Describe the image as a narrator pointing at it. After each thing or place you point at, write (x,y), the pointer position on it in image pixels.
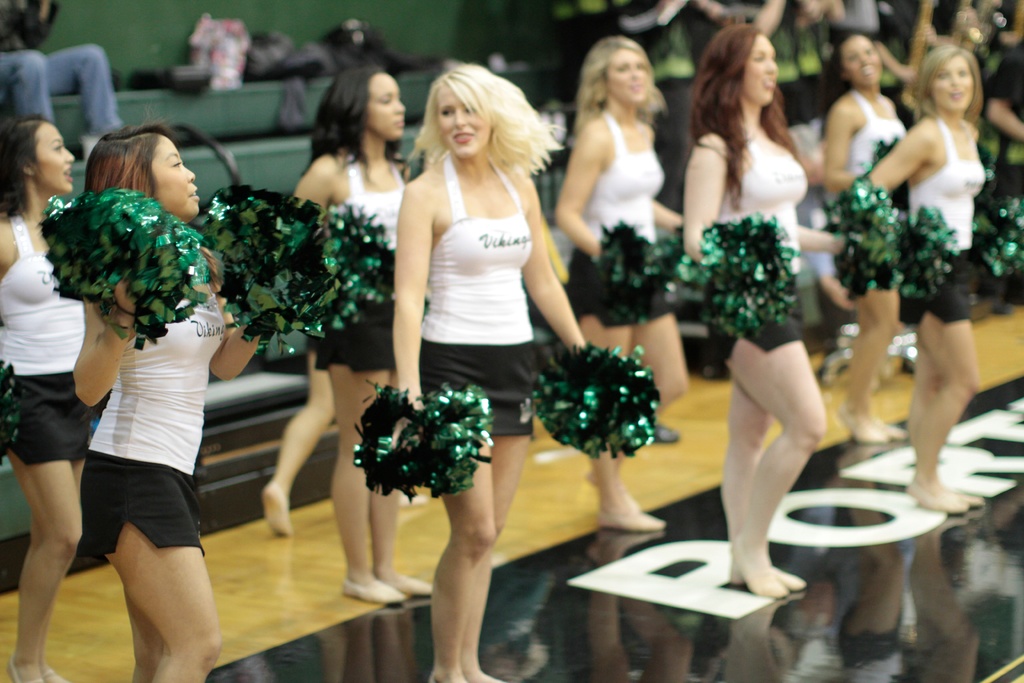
In the middle of the image (497,367) few women (365,106) are standing and holding something in their hands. Behind them few people (11,67) are sitting and standing and there are some bags (159,86).
